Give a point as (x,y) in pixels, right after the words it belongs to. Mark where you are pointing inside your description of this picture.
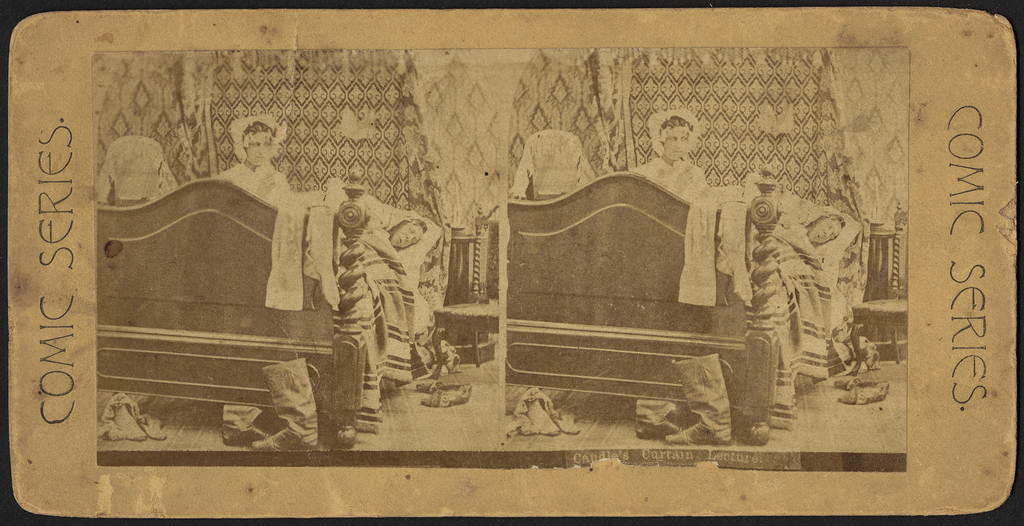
In the image there is a portrait (372,153) and in the portrait (258,313) there are some pictures (370,207).
